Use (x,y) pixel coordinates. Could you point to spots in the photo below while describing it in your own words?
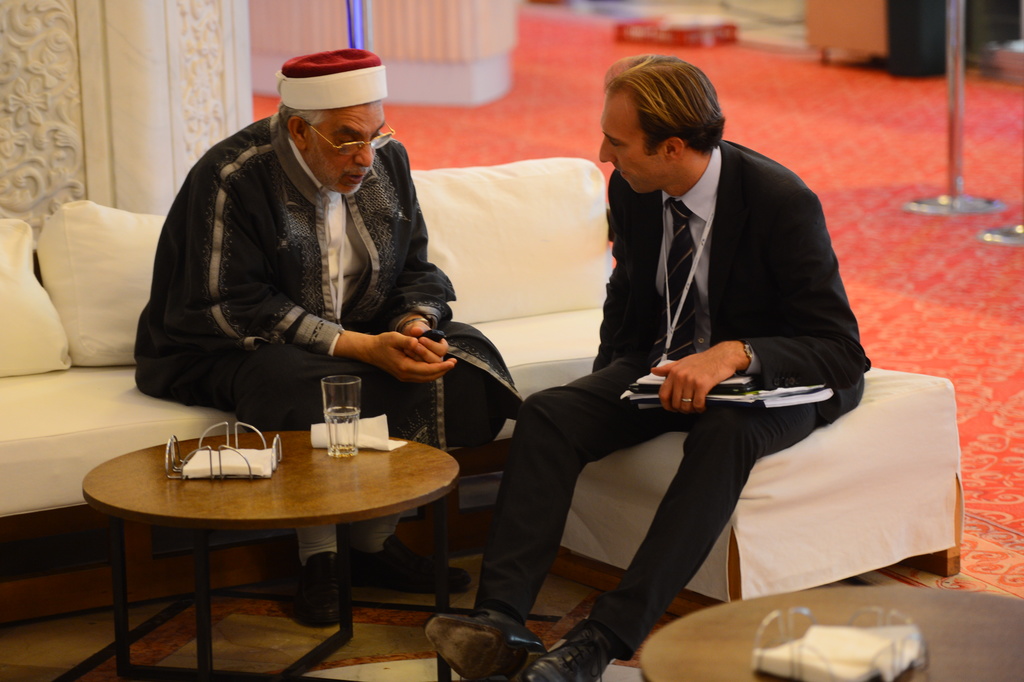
In this image I see 2 men (450,433) who are sitting on the couch (3,221) and I can also see that there are 2 tables (277,674) over here and there is a glass (356,414) and few napkins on it. In the background (547,136) I see wall (138,191), few poles (957,170) and the carpet (577,91).
